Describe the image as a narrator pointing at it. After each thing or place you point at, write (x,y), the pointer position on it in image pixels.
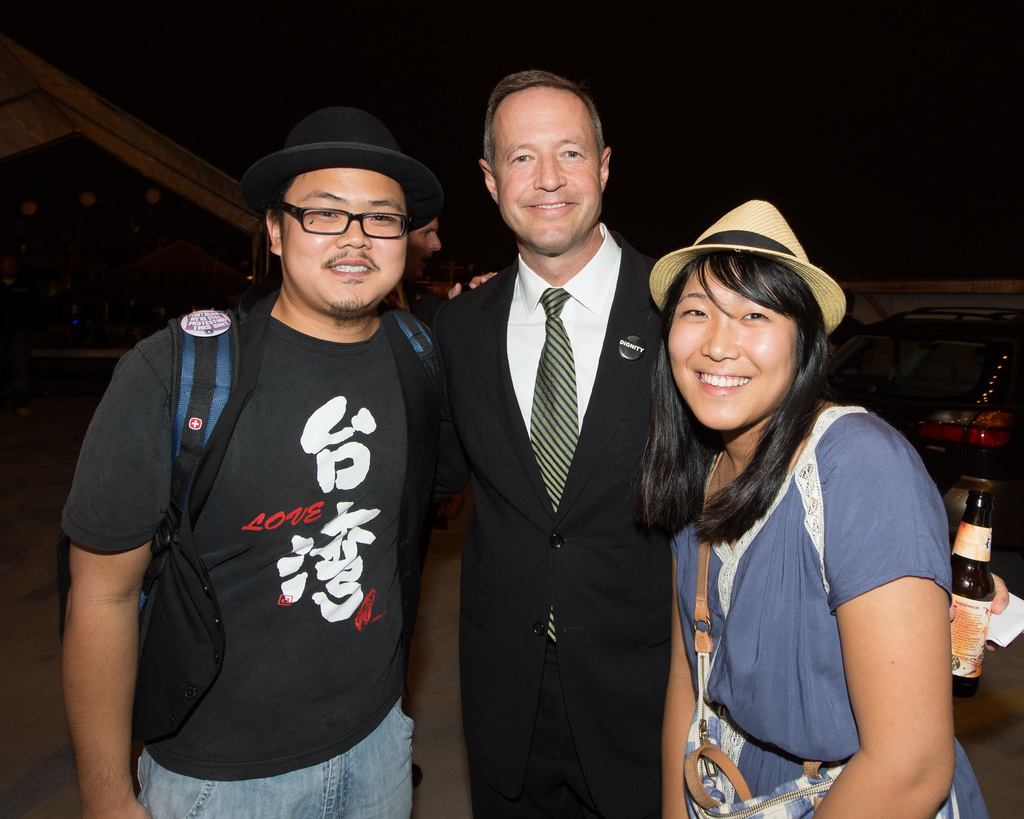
In the center of the image (376,455) we can see three people (624,394) standing and smiling. A hand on the right (970,655) is holding a bottle (978,596). In the background (957,381) there is a car (944,393), tent (175,172) and sky (859,81).
